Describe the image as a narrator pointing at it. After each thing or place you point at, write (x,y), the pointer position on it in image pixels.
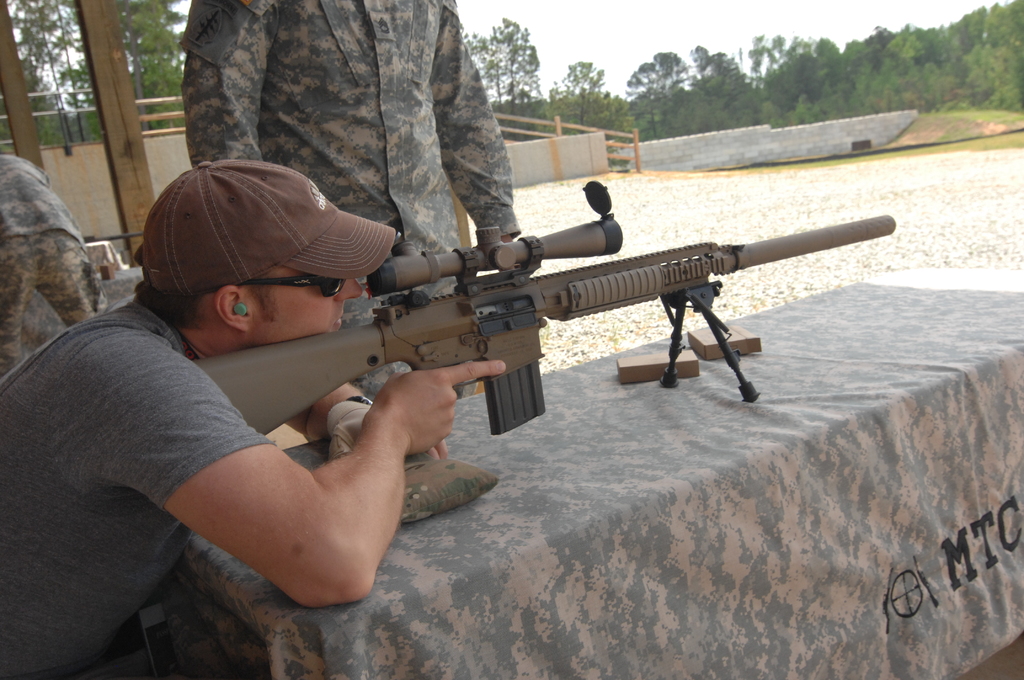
In this image I can see three people (288,96). I can see two people (21,195) with military uniforms (28,170) and one person (89,403) wearing the grey color dress (107,413) and holding the gun (348,366). There is a table (620,415) in-front of two people (479,211). In the background (183,141) I can see the wall (583,146), railing (548,132), many trees (538,98) and the sky (585,60).
